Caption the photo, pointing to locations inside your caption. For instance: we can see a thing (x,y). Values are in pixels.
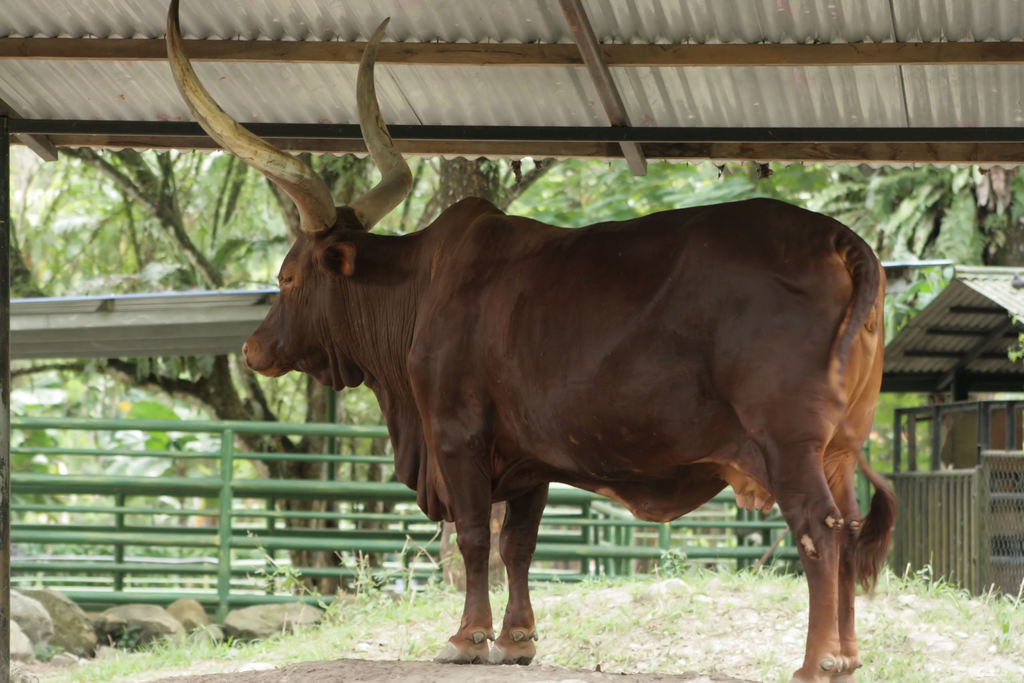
In this picture we can see an animal (804,332) in the shed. Some grass (369,578) is visible on the path (517,673). There are few stones (164,617) on the left side (167,641). Few trees (67,218) are visible in the background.
